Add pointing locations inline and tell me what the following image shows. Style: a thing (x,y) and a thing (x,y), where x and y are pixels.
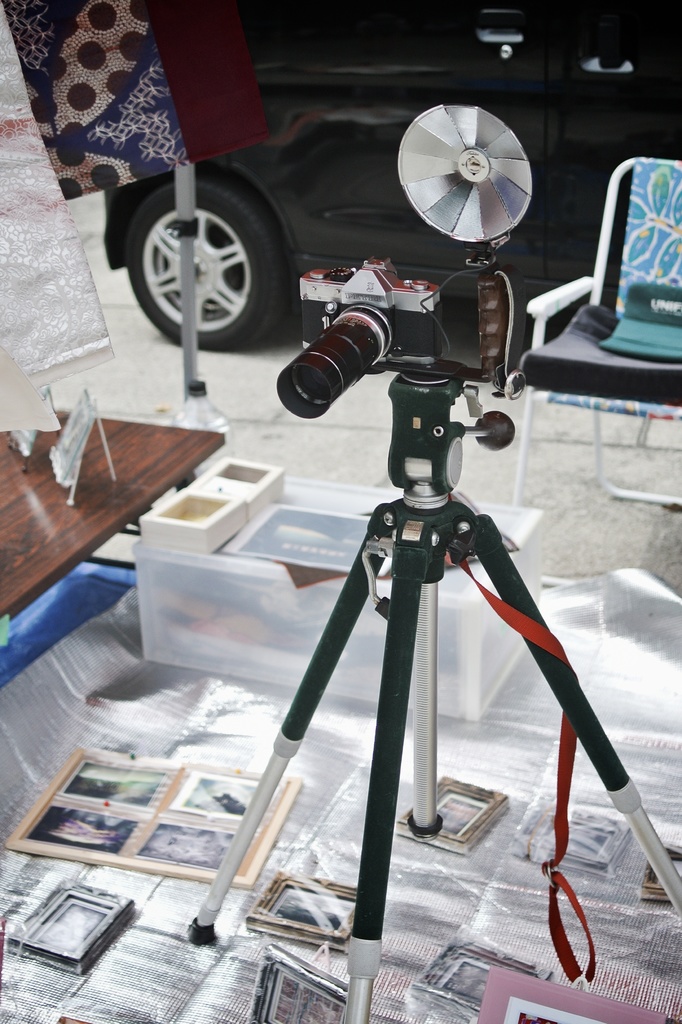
In this image I can see a camera (317,313), camera stand (421,426), pictures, container (314,607), table (51,478), vehicle (383,178), chair (660,180) and objects (93,409).
